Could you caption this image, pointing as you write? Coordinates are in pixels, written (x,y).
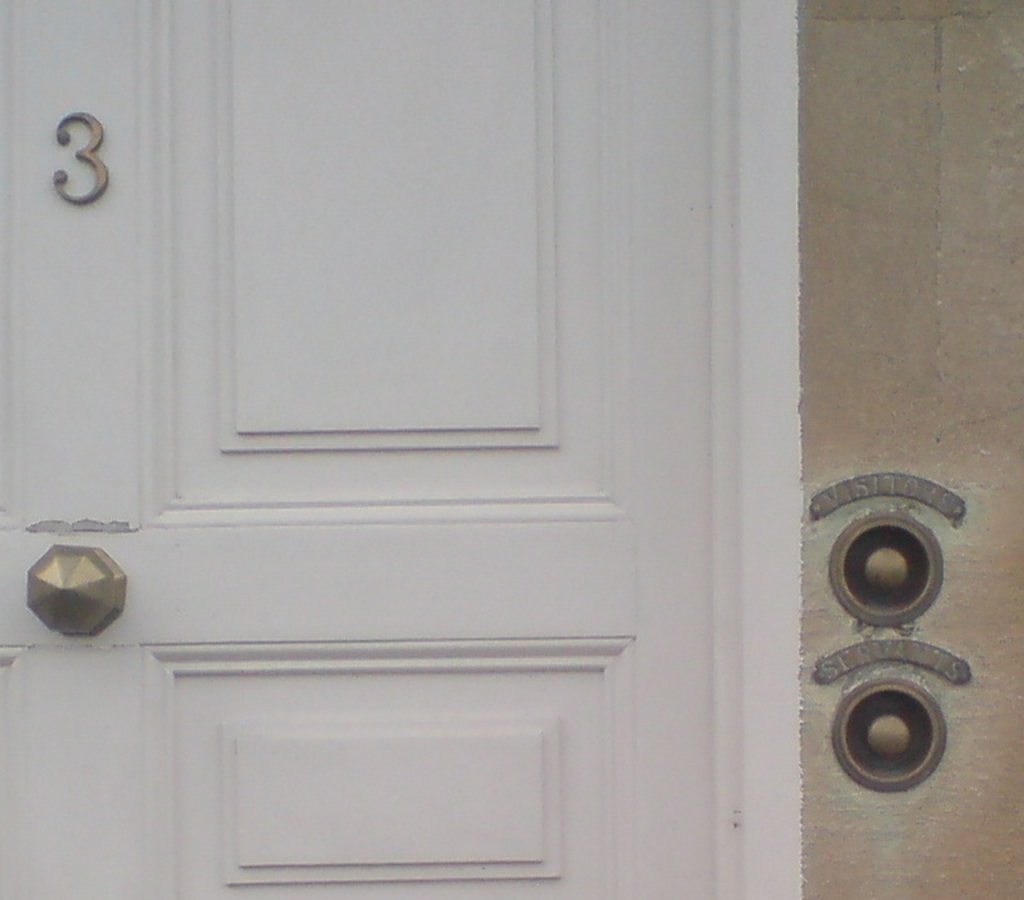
In this image there is a door (502,381) to the wall (928,301). To the left (53,589) there is a knob (95,571) to the door (119,556). Above to it there is a number 3 (92,161) on the door (91,188).
